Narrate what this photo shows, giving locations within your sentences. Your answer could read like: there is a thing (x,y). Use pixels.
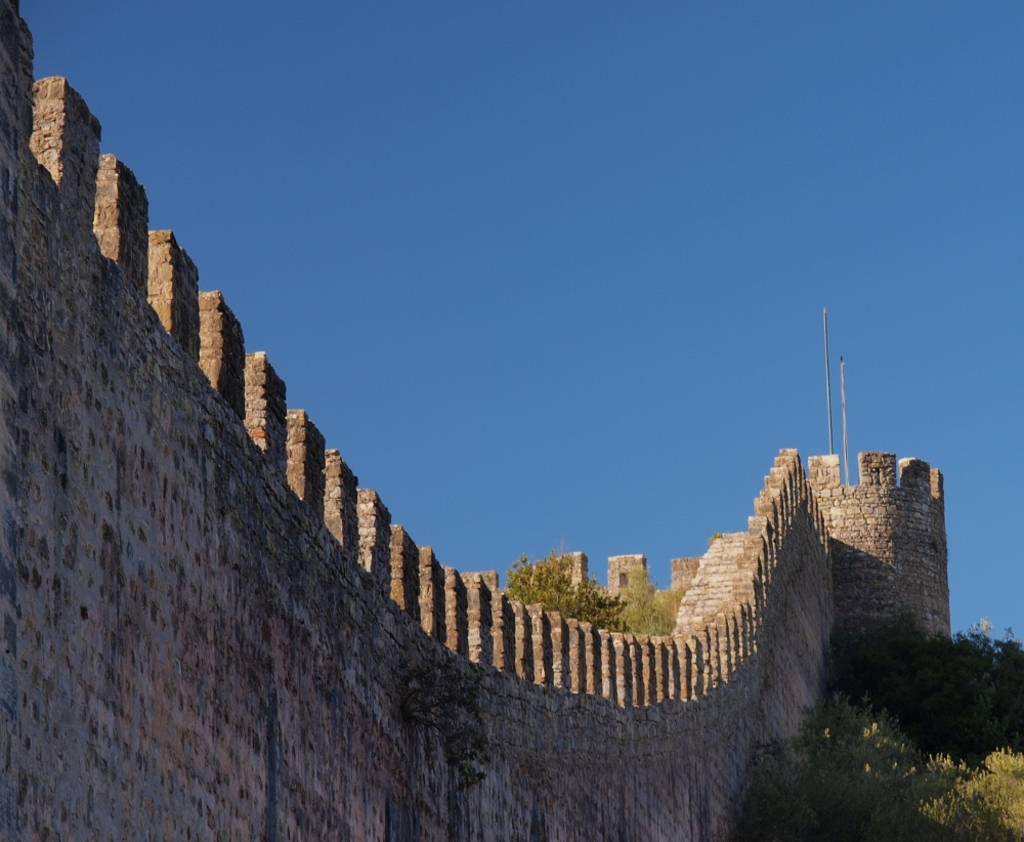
In this image I can see the wall (647,729). On the middle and right side (919,708), I can see the trees (873,726). At the top (558,220) I can see the sky (580,189).
